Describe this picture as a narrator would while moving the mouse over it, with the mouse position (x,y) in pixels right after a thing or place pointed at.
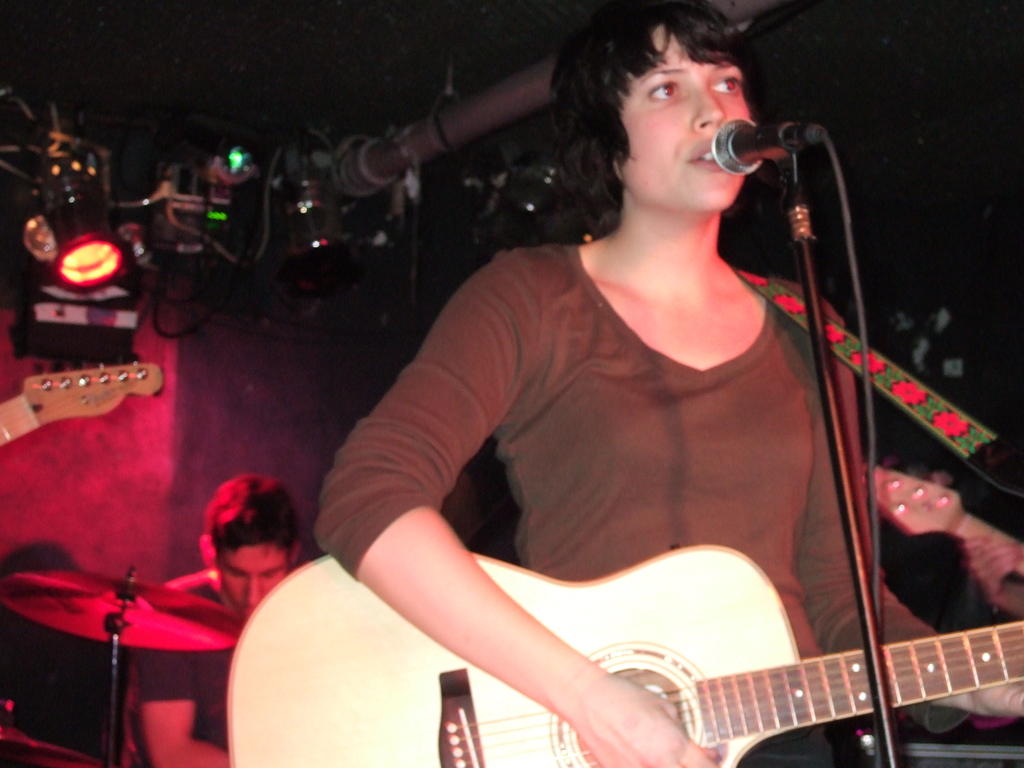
In this image I can see a woman (666,423) standing. In-front of her there is a mic (757,141) and she is playing guitar (548,759) and singing. At the back (270,533) there is a man (240,518) and there are some lights (87,288), pipes (383,175), wires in the background (219,245).
